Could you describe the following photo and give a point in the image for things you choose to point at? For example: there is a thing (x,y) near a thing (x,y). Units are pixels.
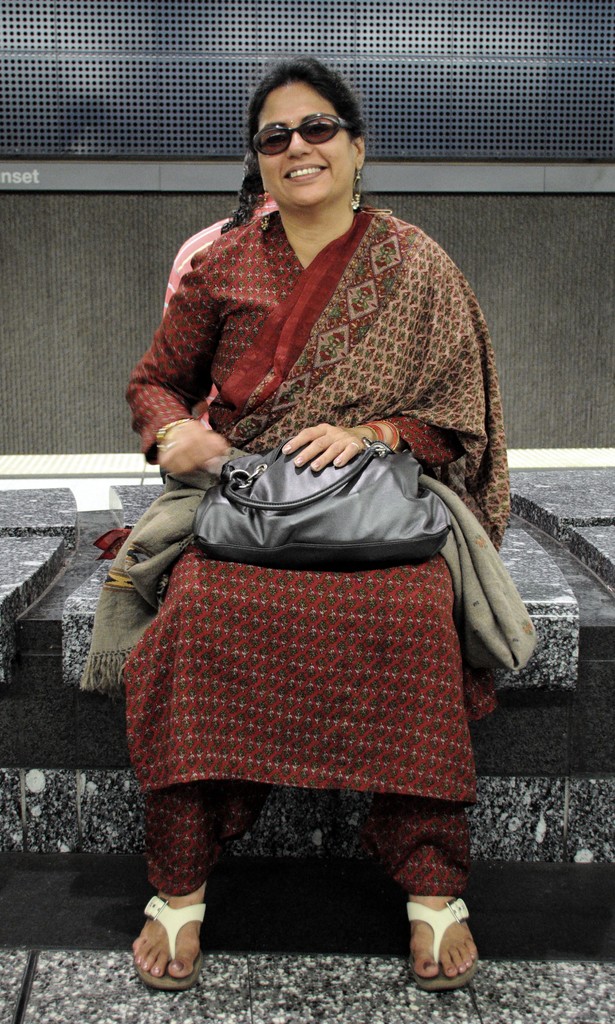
In the picture a woman (313,771) is sitting on a bench (26,607), she is smiling, she is wearing red dress (306,764), she is carrying a black handbag (333,532). In the background (80,191) there is a wall (495,140).
